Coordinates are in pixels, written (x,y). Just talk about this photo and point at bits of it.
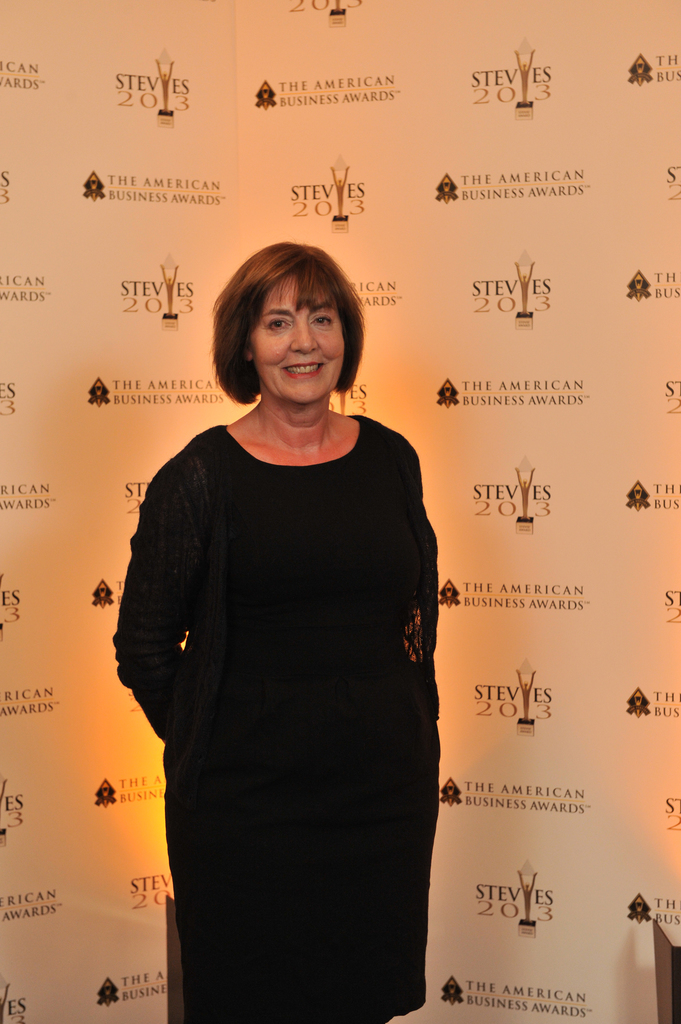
In this image, we can see a person (244,611) standing and wearing clothes (313,862).
